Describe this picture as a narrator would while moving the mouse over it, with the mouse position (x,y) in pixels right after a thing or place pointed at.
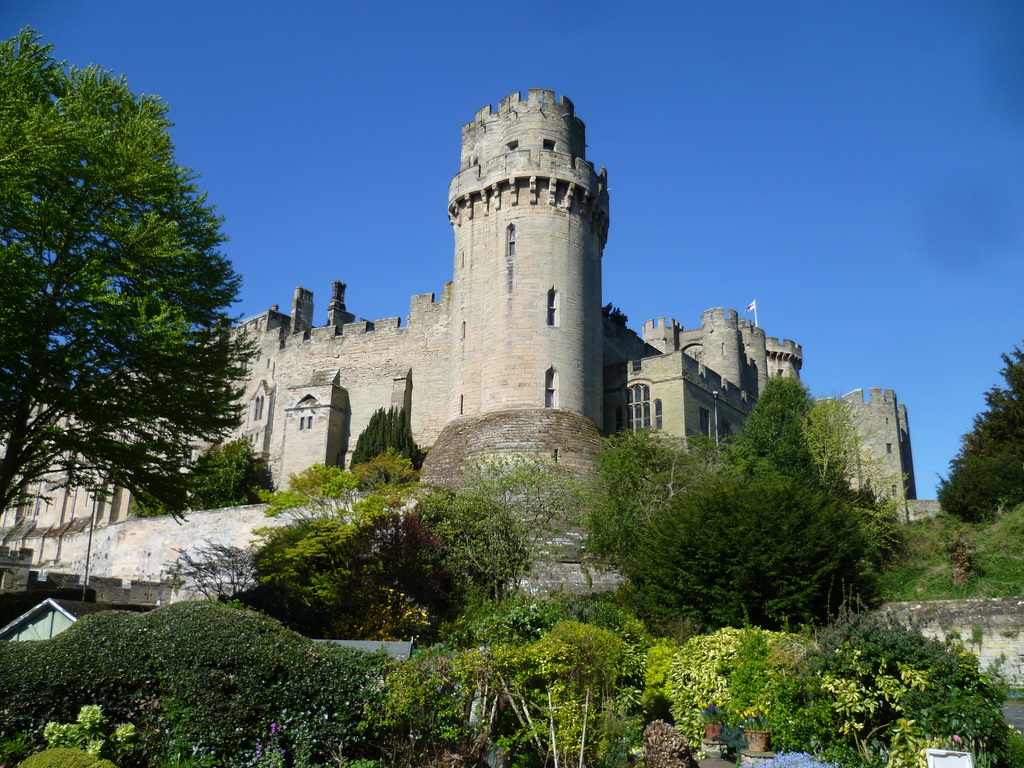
In this image we can see a fort (568,512). There are many trees (619,506) and plants (484,620) in the image. There is a house (61,617) at the left side of the image (69,613). We can see the sky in the image.
